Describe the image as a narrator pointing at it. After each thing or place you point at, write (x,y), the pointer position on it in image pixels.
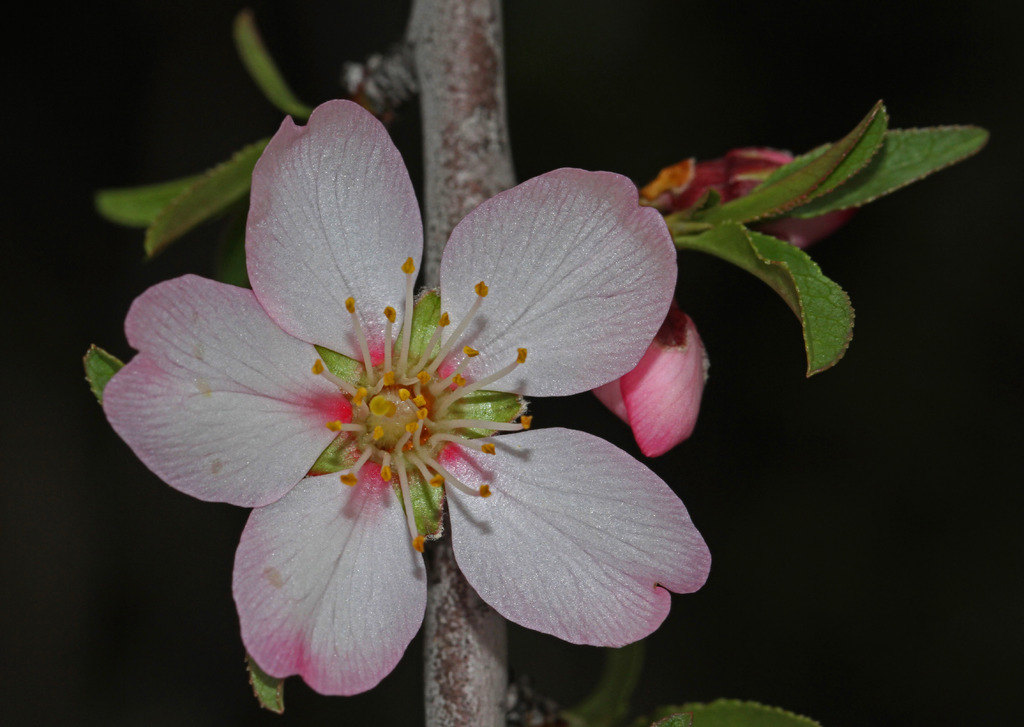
In this picture, there is a flower (283,315) to a plant (456,165). The flower (545,492) is in pink in color. Behind the flower (378,309), there are leaves (731,252).
